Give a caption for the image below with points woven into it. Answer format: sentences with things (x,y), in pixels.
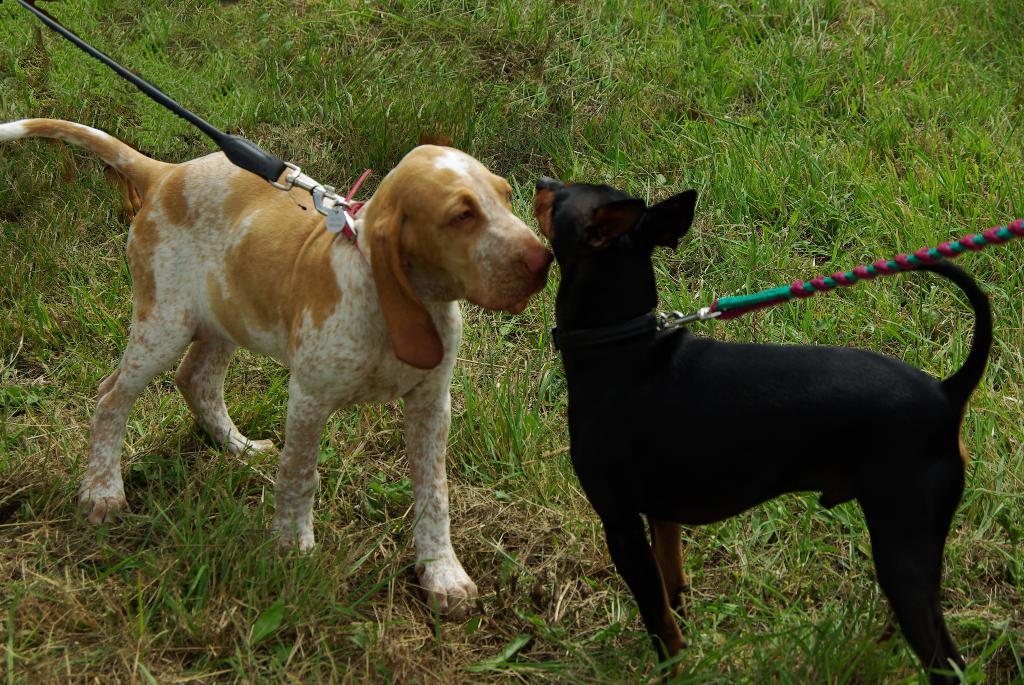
In the image we can see there are two dogs (598,267) standing on the ground (489,406). There is grass (553,118) on the ground (553,118). There are belts (659,323) on dog's neck (642,346). There are ropes (761,304) attached to the belts (648,329).
